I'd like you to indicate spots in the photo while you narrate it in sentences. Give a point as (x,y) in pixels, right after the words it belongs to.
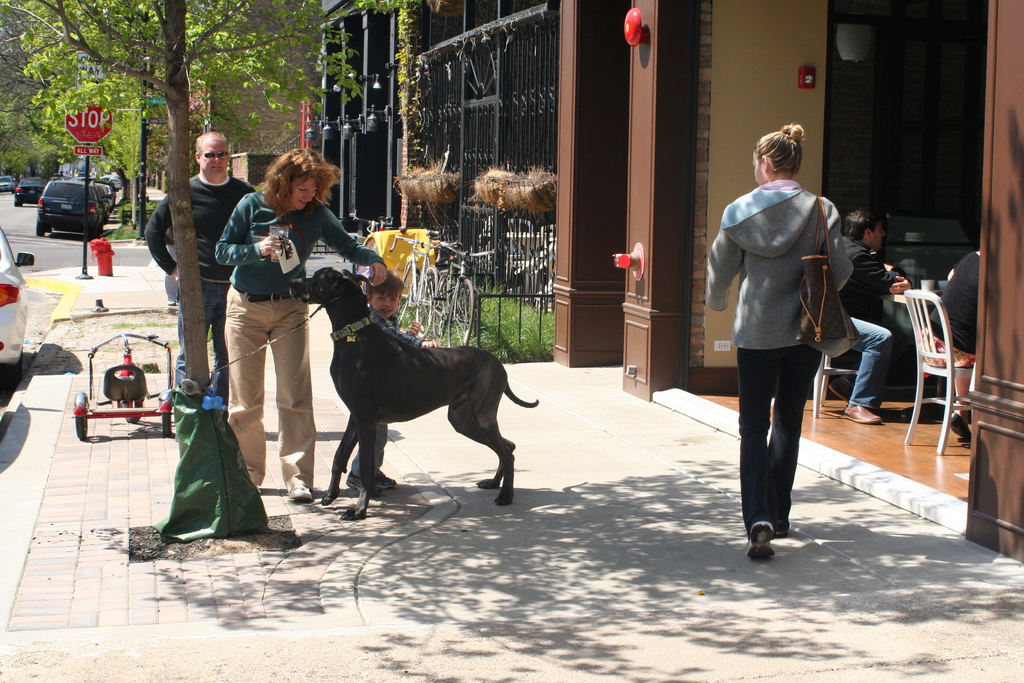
In this image I can see few people (155,235) where few of them standing and rest all are sitting on chairs (840,360). I can also see a dog (352,364), few trees (147,90), a building (593,105), few cycles (409,276) and number of vehicles (33,200). Here I can see a STOP sign board (79,126).
